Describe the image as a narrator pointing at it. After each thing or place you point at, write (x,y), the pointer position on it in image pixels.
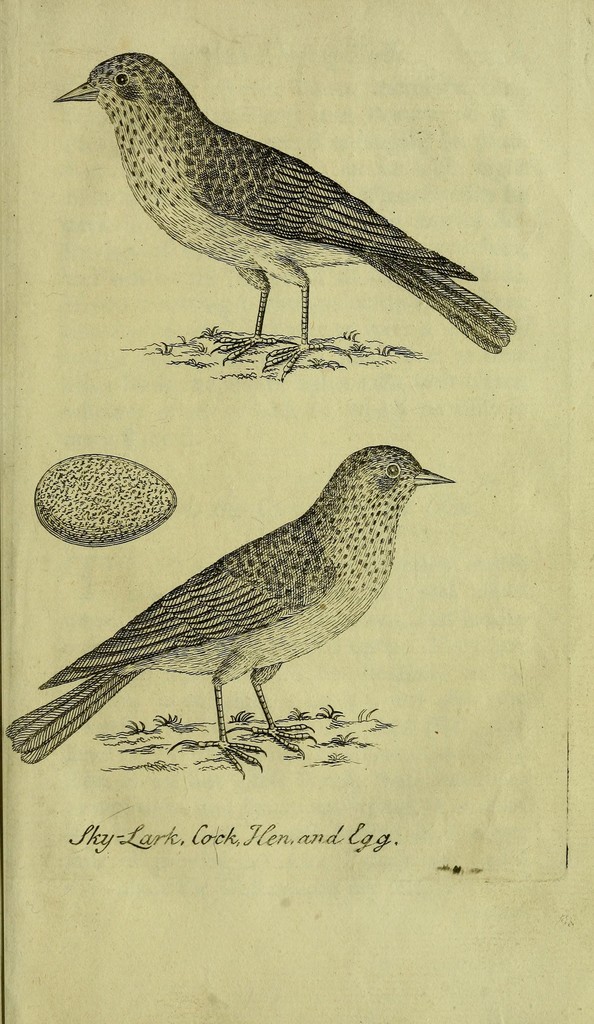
In this image we can see depictions of birds (401,487) and egg (81,530) on the paper (298,362). There is some text (141,826).
